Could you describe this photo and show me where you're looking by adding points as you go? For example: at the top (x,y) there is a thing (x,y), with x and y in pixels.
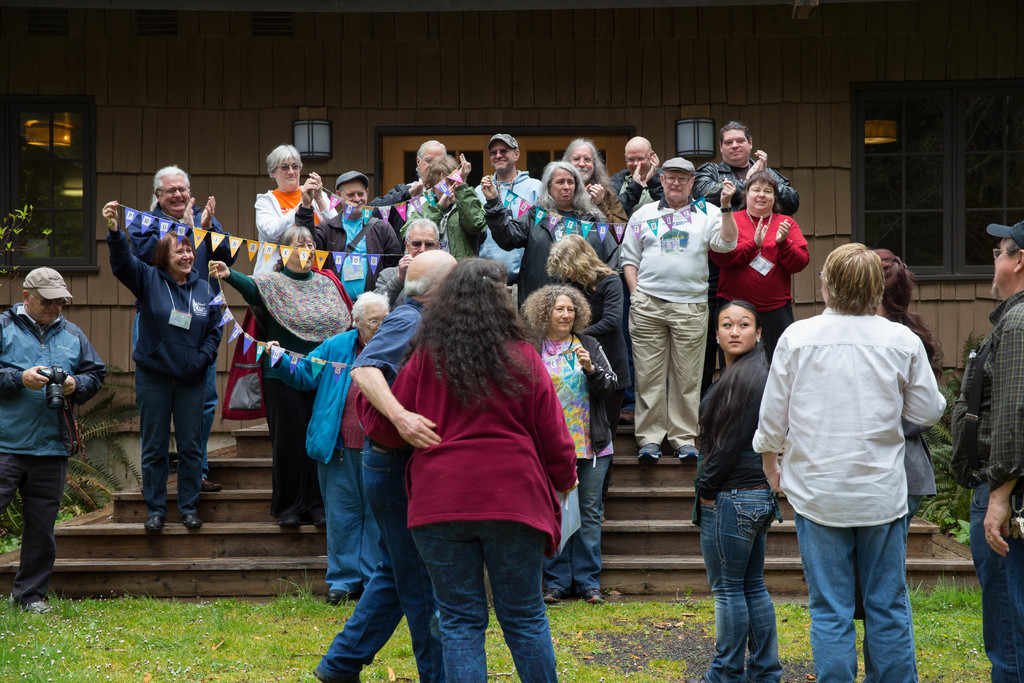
In the image there are a group of people (311,305) and some of them are holding some flags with their hands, on the left side (33,355) there is a man (27,380) he is holding a camera (47,372), in the background (32,226) there are windows (10,139) and in between the windows (27,147) there is a door (409,162), around the door (488,145) there is a wall (291,142) and there are two lights (677,123) fixed to the wall (22,280).
